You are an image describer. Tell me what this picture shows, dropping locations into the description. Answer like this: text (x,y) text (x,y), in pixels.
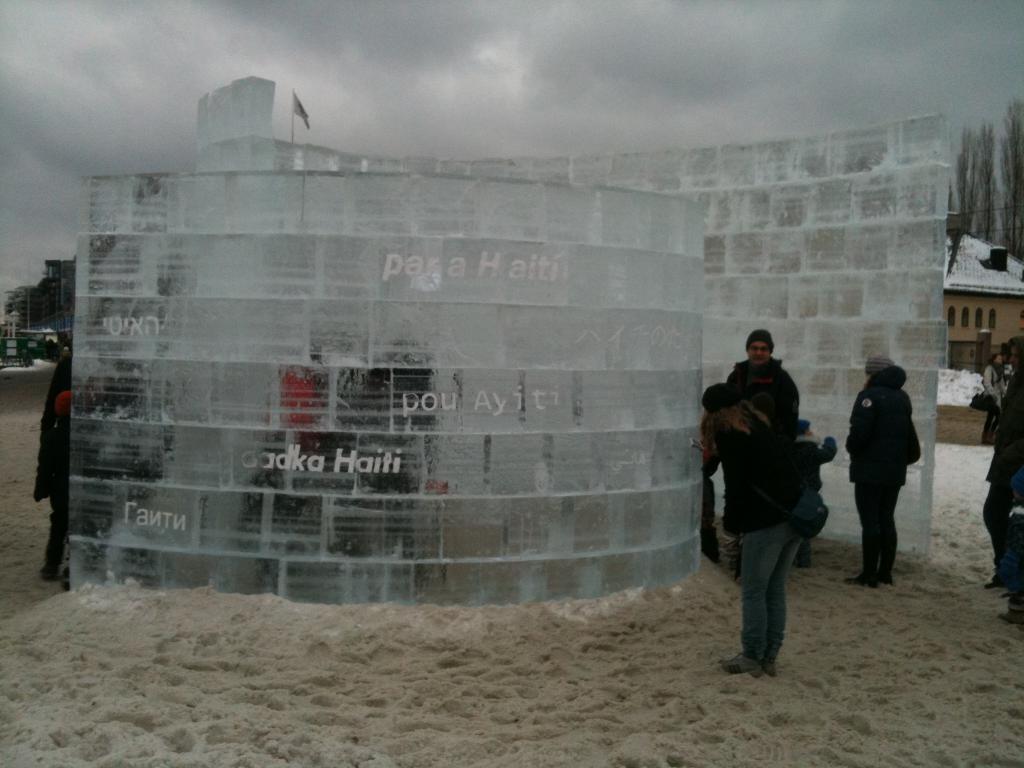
In this image I can see two ice walls (557,299) on the snow ground (236,712). I can also see something is written on the wall (686,425). I can see few people (740,393) are standing near the walls (829,402) and I can see all of them are wearing jackets (795,436). In the background (983,266) I can see few buildings (983,266), few trees (968,201), clouds (276,118), a flag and the sky (304,87).
